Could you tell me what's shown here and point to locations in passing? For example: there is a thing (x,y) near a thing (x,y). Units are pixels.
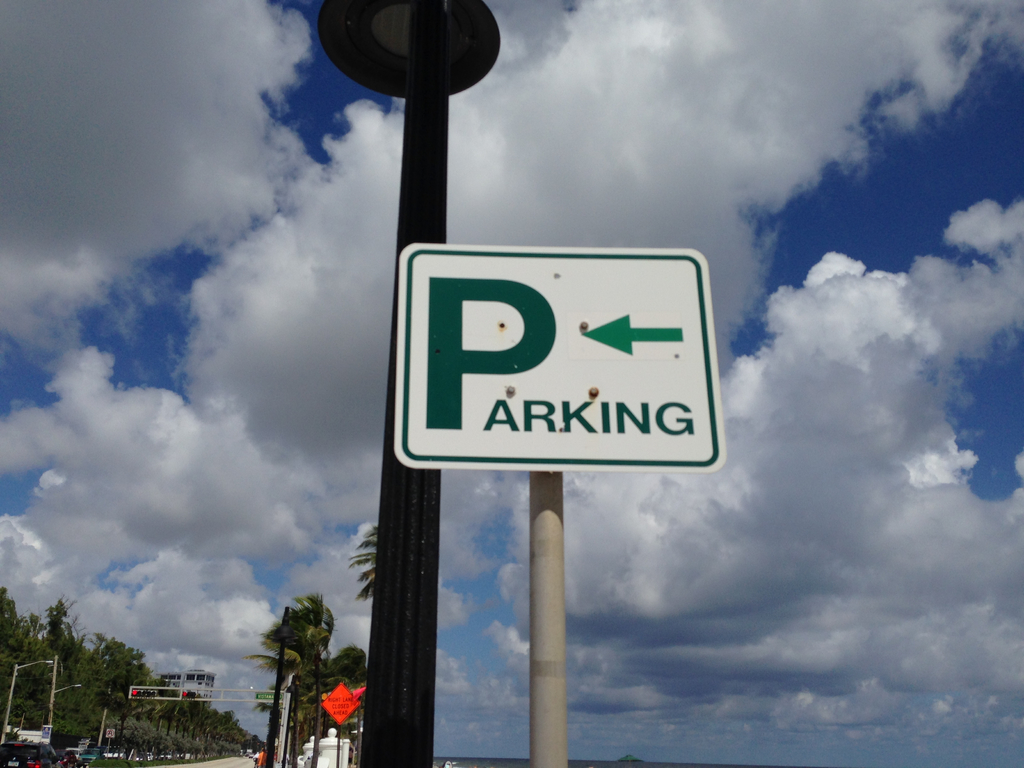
In this picture we can see a sign board (583,434) and in the background (281,561) we can see trees (49,645), sky (315,545).
